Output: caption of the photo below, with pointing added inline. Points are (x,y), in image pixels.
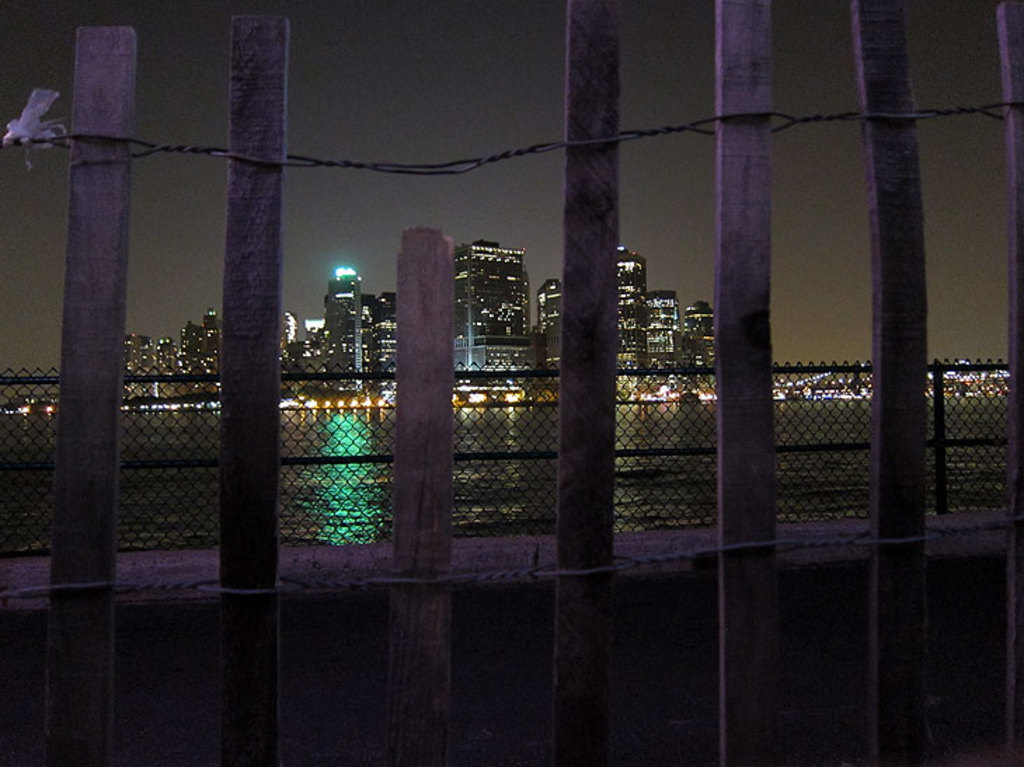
In this image there is a wooden fence (414,569), behind that there is a net fence (837,463), behind that there is a river (796,472). In the background (131,336) there are buildings (662,359) and the sky (192,309).
